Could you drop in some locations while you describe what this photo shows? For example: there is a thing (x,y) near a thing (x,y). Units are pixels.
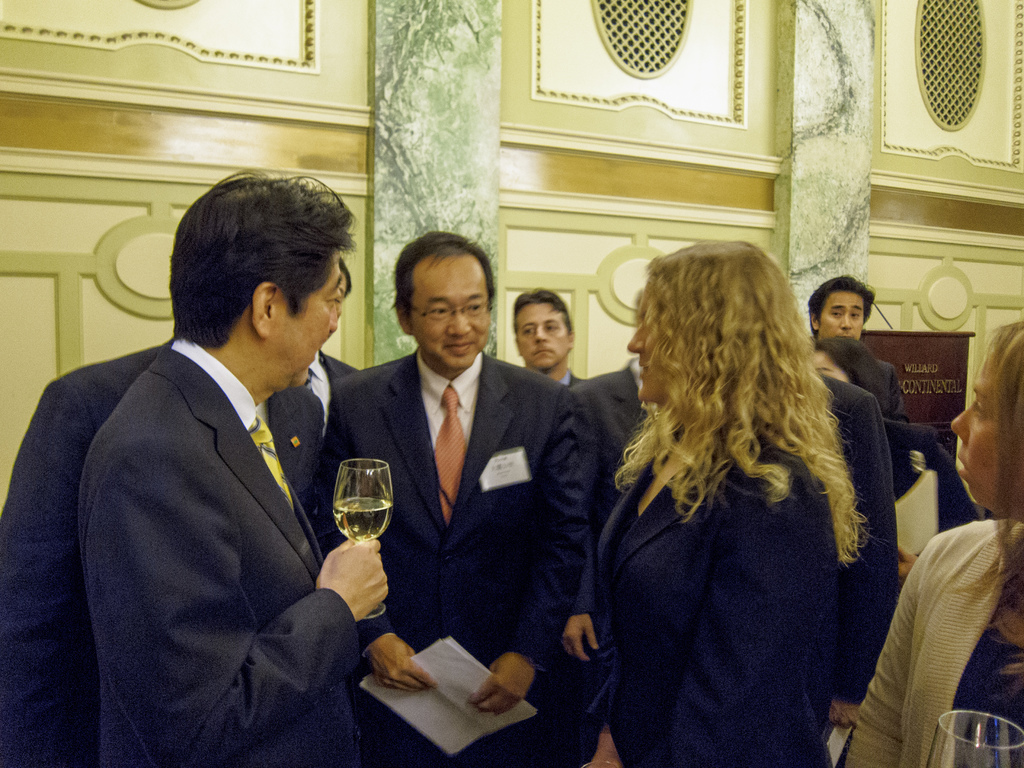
In this image I can see group of people (534,466) are standing. Among them some are holding glasses (359,522) and this man (442,606) is holding papers (425,704). In the background (531,167) I can see a wall (532,182).
